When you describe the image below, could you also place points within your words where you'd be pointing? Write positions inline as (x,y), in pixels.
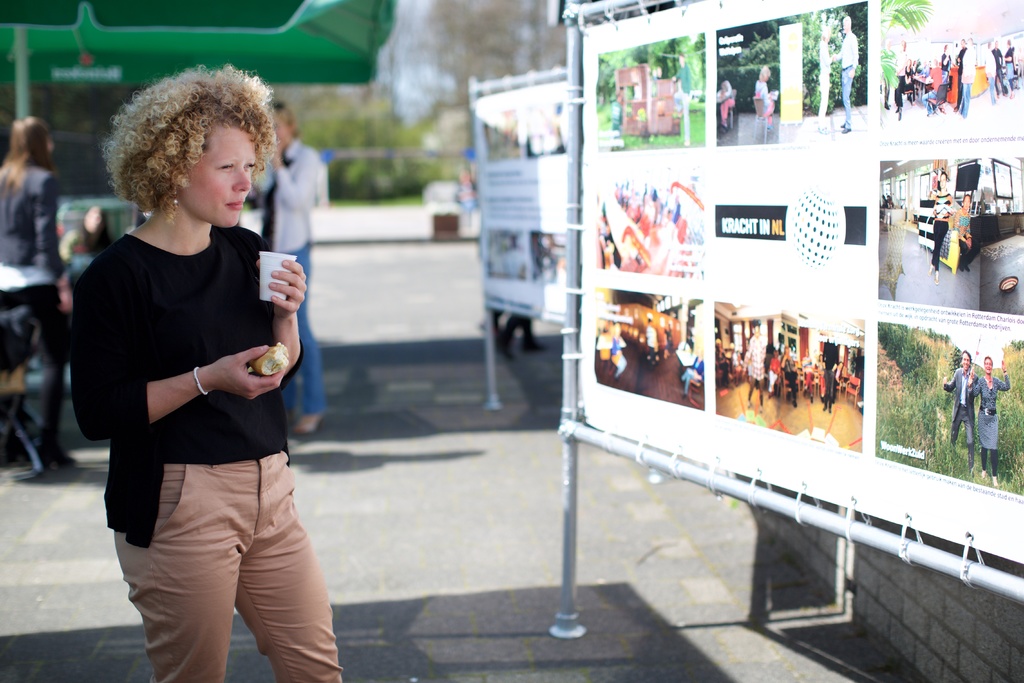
In this image there is a person (292,350) standing and holding a glass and a food item (272,371), there are posters (584,378), and in the background (50,16) there are group of people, umbrella (164,21), plants (434,172), trees (461,49), sky (406,88).
